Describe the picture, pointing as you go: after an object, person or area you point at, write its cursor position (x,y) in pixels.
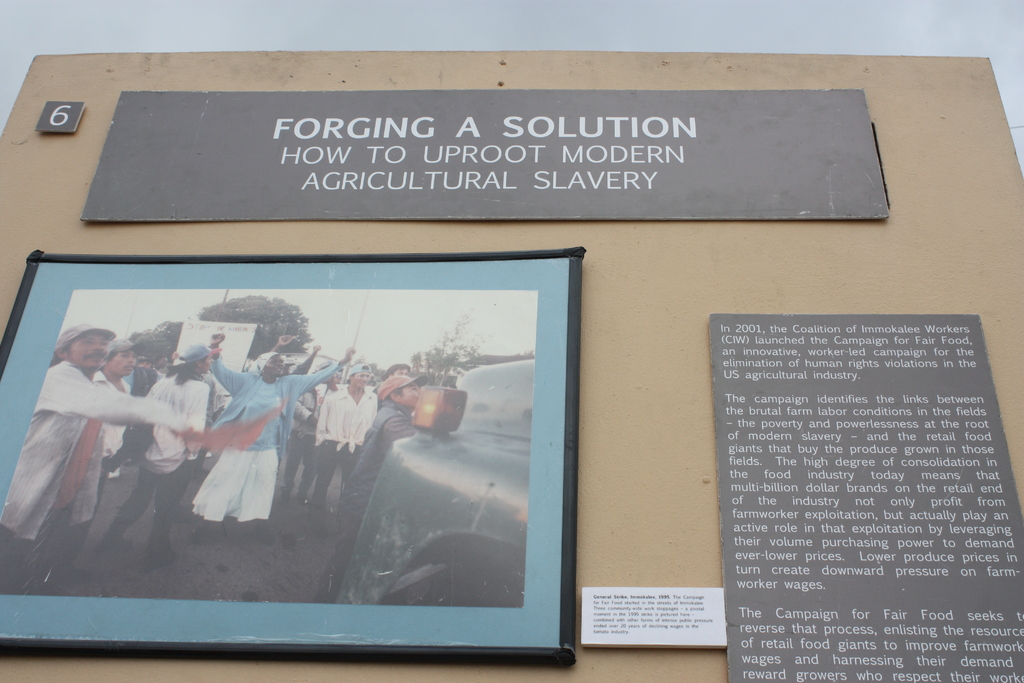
In this picture there is a board (592,63) on the wall (972,63). In that board (717,193) we can see a photo frame (382,512), quotations (856,444) and number board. In the photo (117,416) we can see a group of persons (244,378) were standing near to the car (517,493). At the top of the photo (338,331) we can see the sky (335,319) and trees (275,307).
